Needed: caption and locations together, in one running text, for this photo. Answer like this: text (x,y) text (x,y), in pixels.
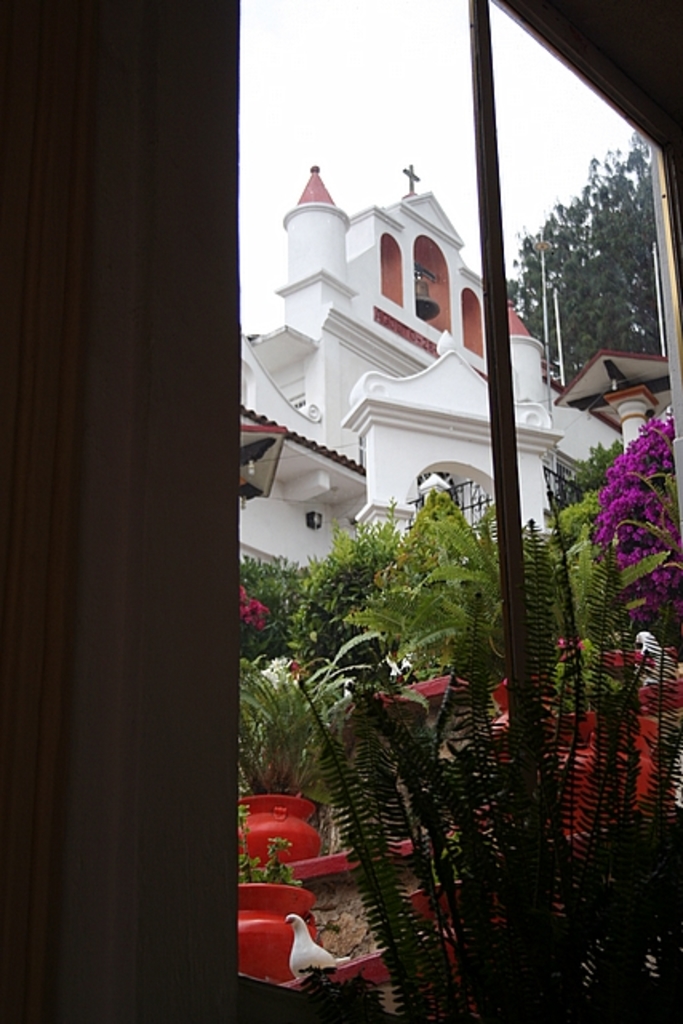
In this picture we can see window (679,403), curtain (220,849), plants (308,758), birds (300,950), pots (248,896) and flowers (665,433). In the background of the image (660,379) we can see building (552,459), tree (571,330), poles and sky (463,137).
